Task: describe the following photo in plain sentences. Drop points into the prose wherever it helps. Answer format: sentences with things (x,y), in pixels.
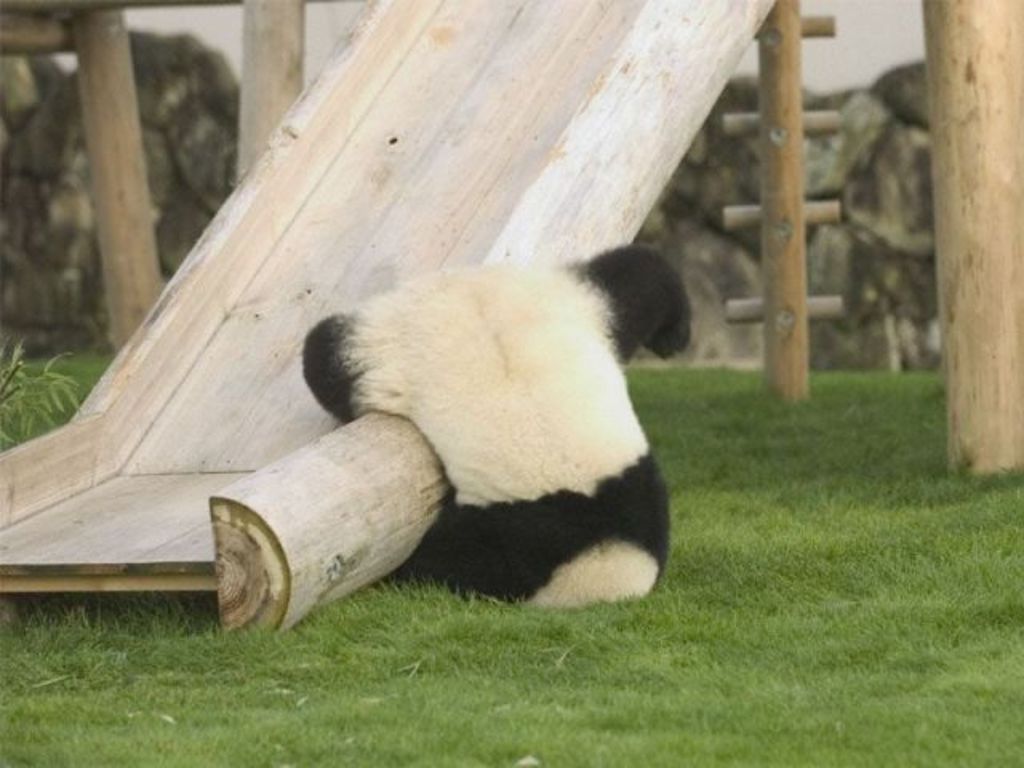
In this image, we can see the panda (621,447). We can also see the wooden slide (245,475). We can see some poles (999,209). We can also see the ground (803,652) covered with grass (830,394). We can also see the wall (879,226).
